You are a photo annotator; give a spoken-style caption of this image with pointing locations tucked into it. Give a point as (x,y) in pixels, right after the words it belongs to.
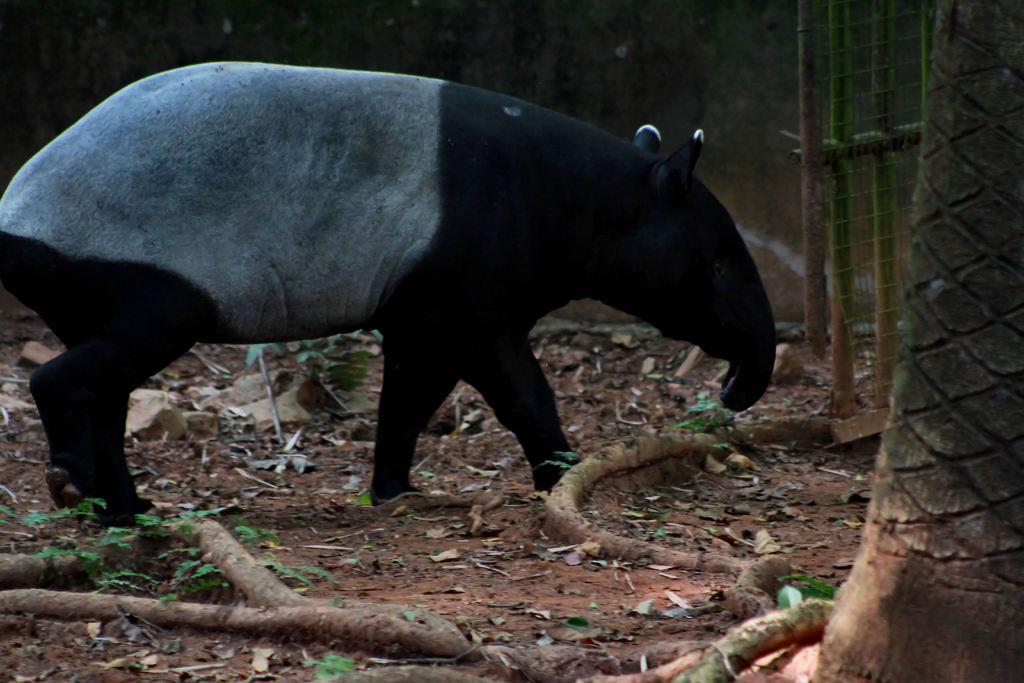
In this image, in the middle (405,273), we can see an animal (540,444) walking on the land (272,488). On the right side (915,564), we can see some wood sticks (812,95) and a tree (939,592). In the background (331,42), we can see black color, at the bottom (237,479), we can see land (227,526) with some plants (317,571) and stones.
